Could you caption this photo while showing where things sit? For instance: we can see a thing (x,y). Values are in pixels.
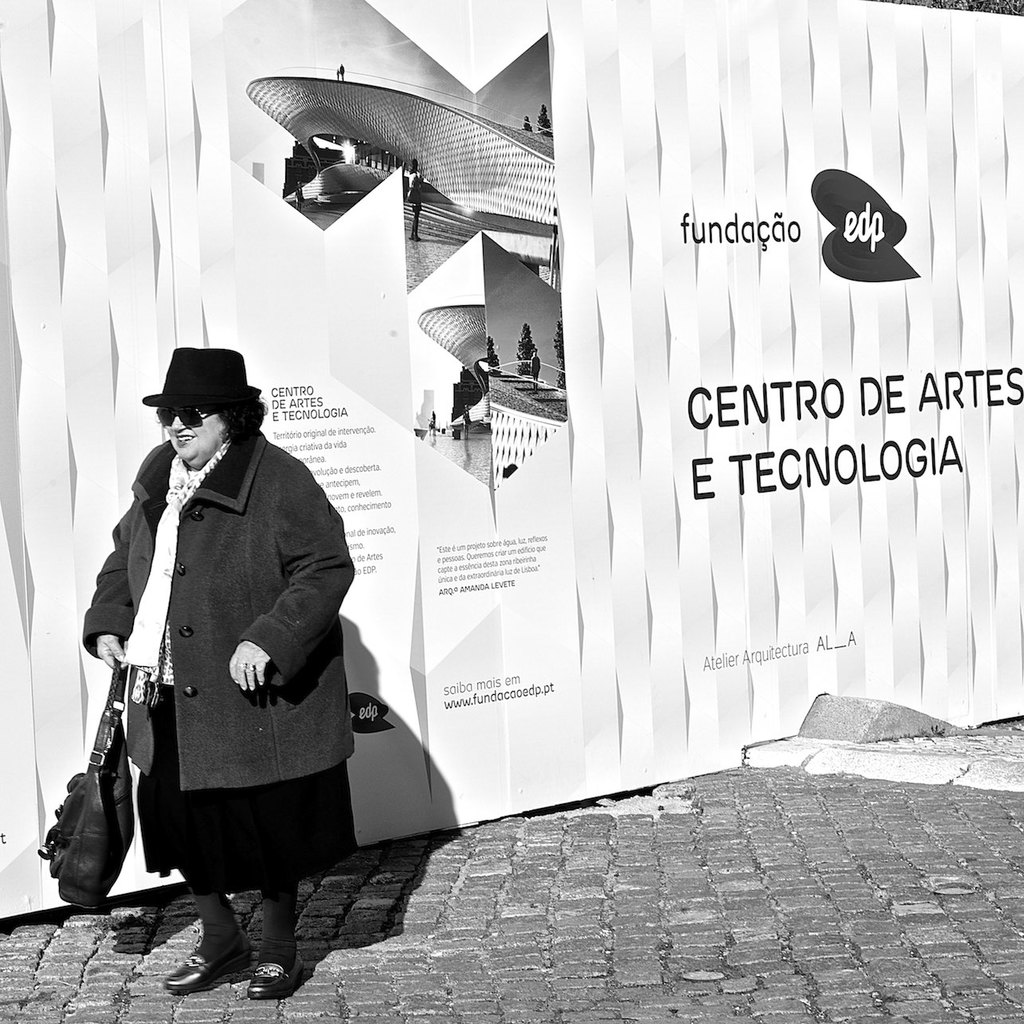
This is a black and white image where we can see a woman (232,606) is standing on the pavement (712,889). She is wearing a coat (194,658), scarf (175,514), skirt (224,855), socks (208,918), shoes (187,973), goggles (203,415), hat (184,382) and holding a bag (95,832) in her hand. In the background (190,225), we can see a banner (656,248).
